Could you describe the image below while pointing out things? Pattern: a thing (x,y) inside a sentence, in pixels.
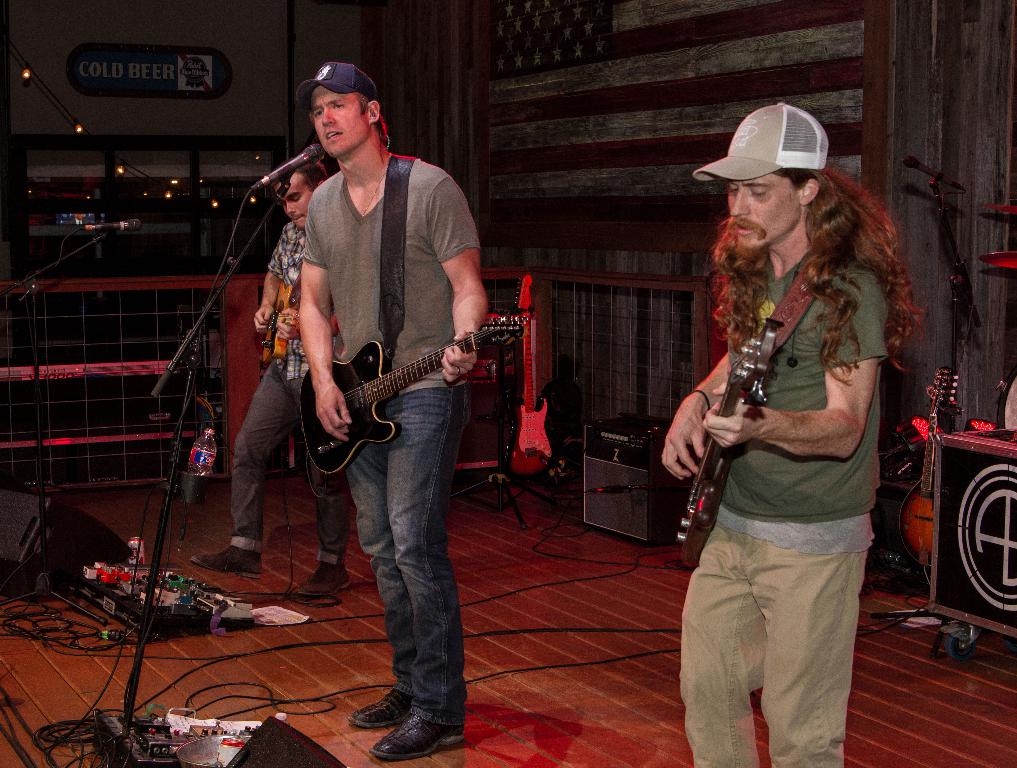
In this images there are few persons (456,387) performing on the floor (523,616) by playing musical instruments (351,385) and we can see mics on the stands (127,729) and there are cables (62,628) and electronic devices (283,753) on the floor (259,708). In the background (627,286) there are musical instruments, boxes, decorative lights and other objects (697,205).
